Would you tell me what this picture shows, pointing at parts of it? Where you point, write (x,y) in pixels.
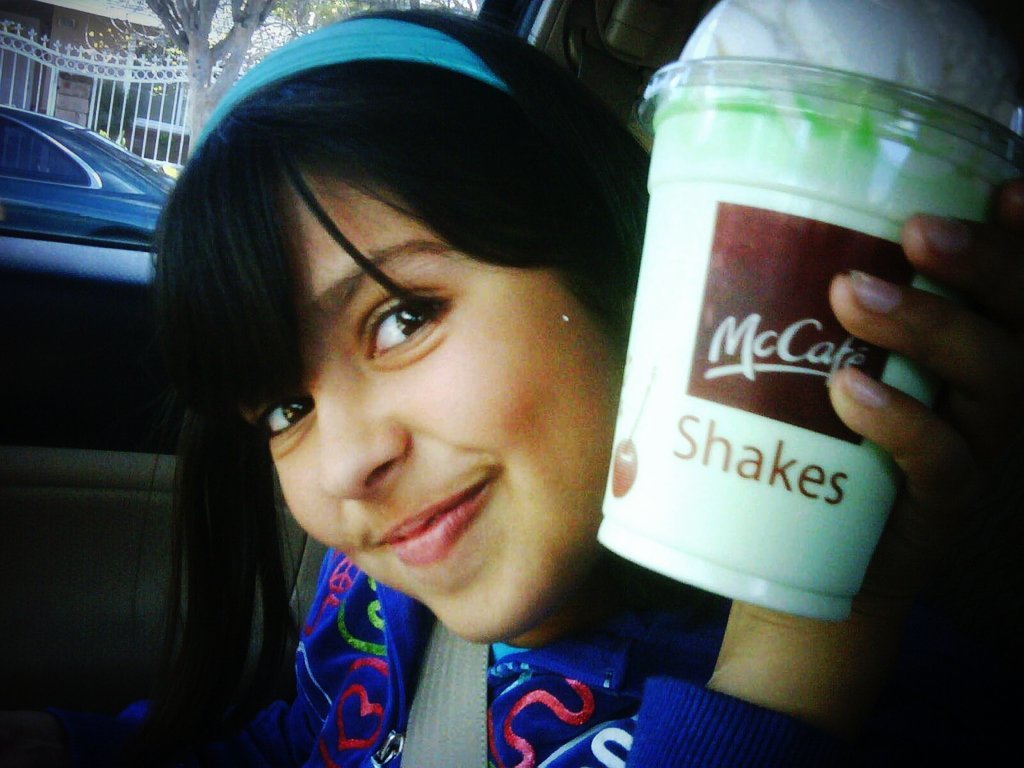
in this image we can see a girl (419,330) smiling and holding a disposable tumbler (812,250) in her hand (876,327). In the background (216,27) there are trees (251,20), grills (100,67), building (55,14) and a motor vehicle (96,148).
